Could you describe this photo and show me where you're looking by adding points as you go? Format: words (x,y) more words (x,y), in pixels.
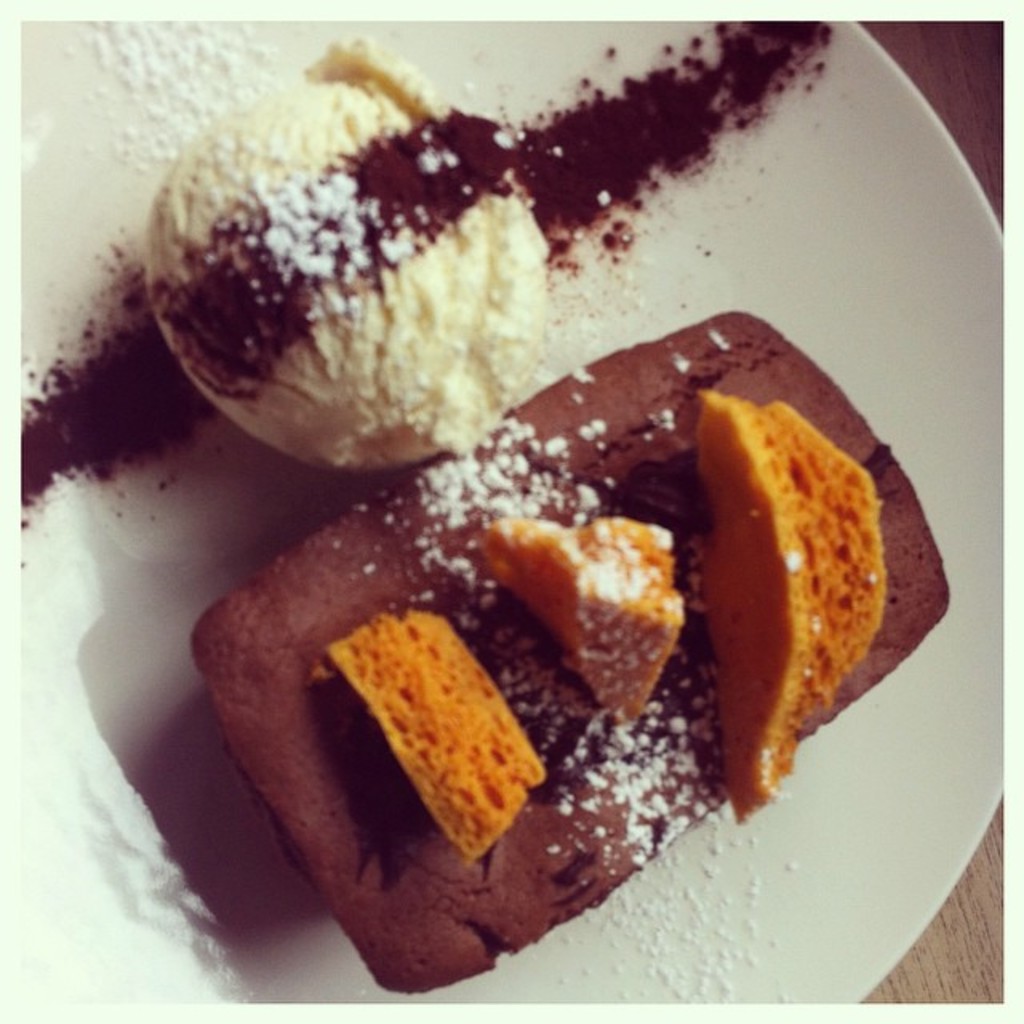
In this image we can see ice cream (255,395) and some other food item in the plate (421,66) which is of white color.
